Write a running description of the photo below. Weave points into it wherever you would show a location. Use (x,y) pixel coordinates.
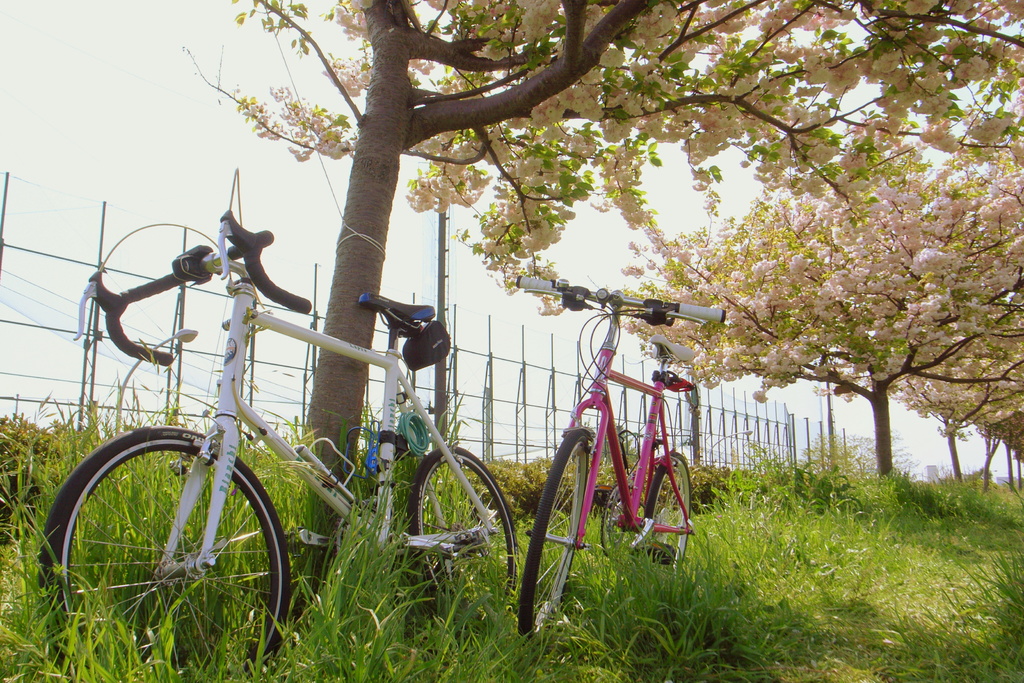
In this picture there are bicycles (69,542) at the tree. At the back (826,244) there is a fence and there are trees (900,145). At the top (154,123) there is sky (108,116). At the bottom (900,544) there is grass (731,495). There is a pole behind the fence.
